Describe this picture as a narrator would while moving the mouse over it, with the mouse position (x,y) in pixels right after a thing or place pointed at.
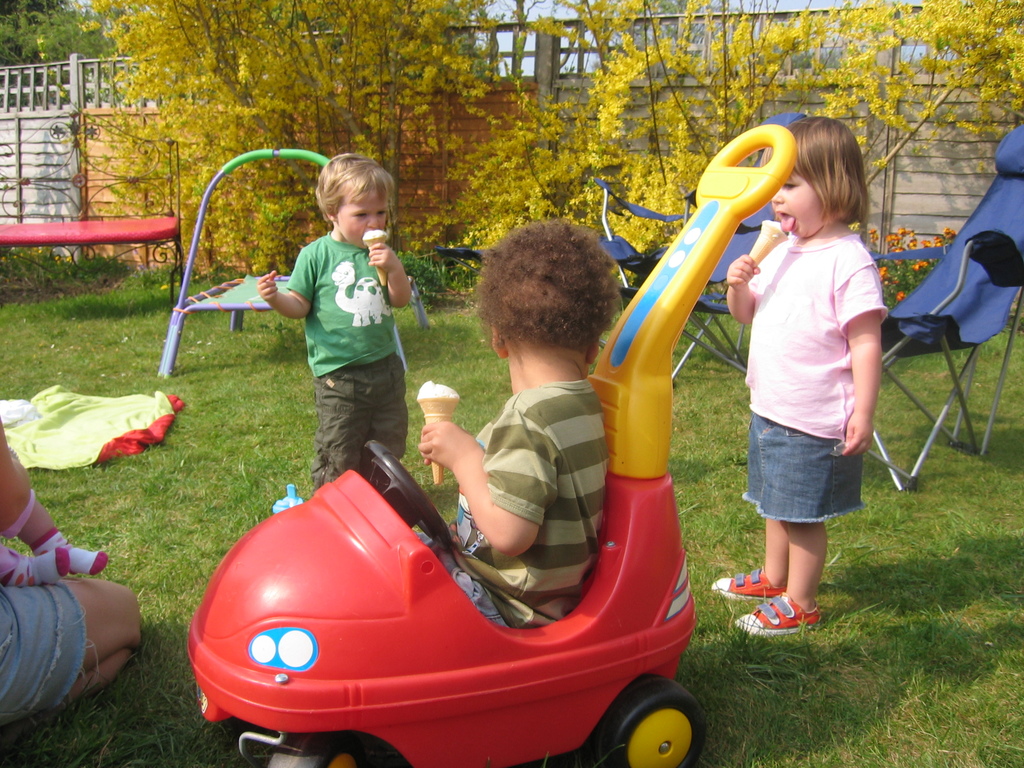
These two kids (340,175) are standing and eating ice cream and this boy (498,576) sitting on a vehicle (531,670) and holding a ice cream (428,423). We can see person leg (111,646), chairs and cloth (146,423) on the grass (148,317). In the background (183,79) we can see trees (188,130), fence (914,170), flowers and plants (14,272).
